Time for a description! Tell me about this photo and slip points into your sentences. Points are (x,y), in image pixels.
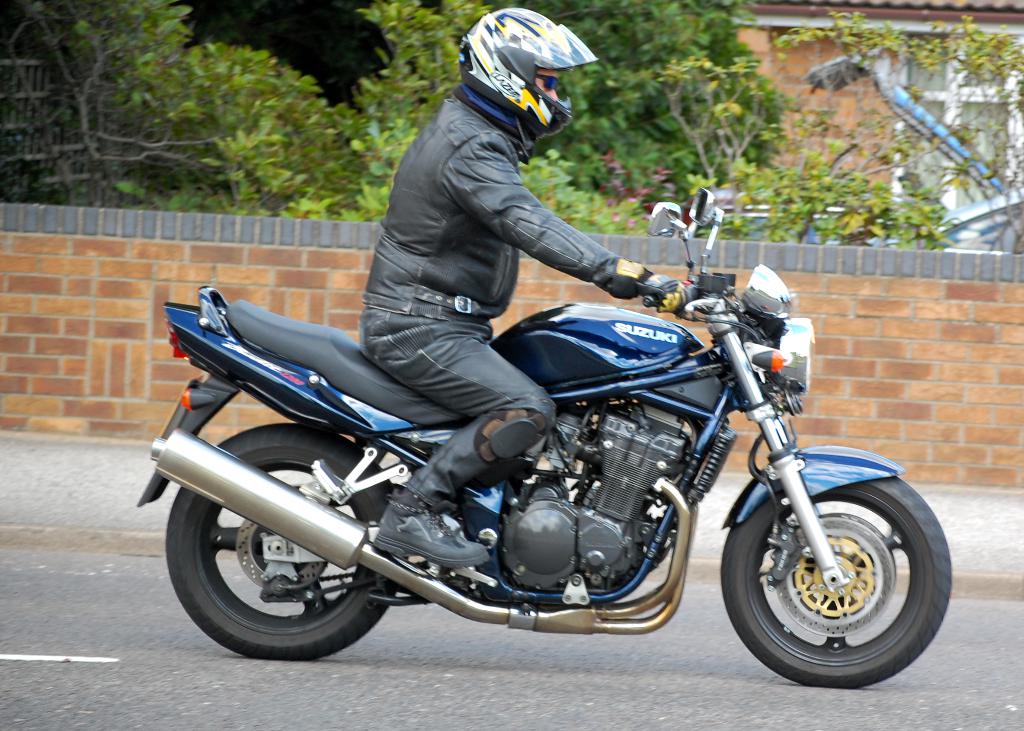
In this image a person (509,285) wearing a black jacket (468,294) is sitting on the bike (382,495) and riding on the road (141,613). Behind him there is a pavement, beside there is a wall (97,388). Behind it there are few trees (763,169) and house (808,130). This person (491,147) is wearing a helmet (534,70) and goggles (547,78).
